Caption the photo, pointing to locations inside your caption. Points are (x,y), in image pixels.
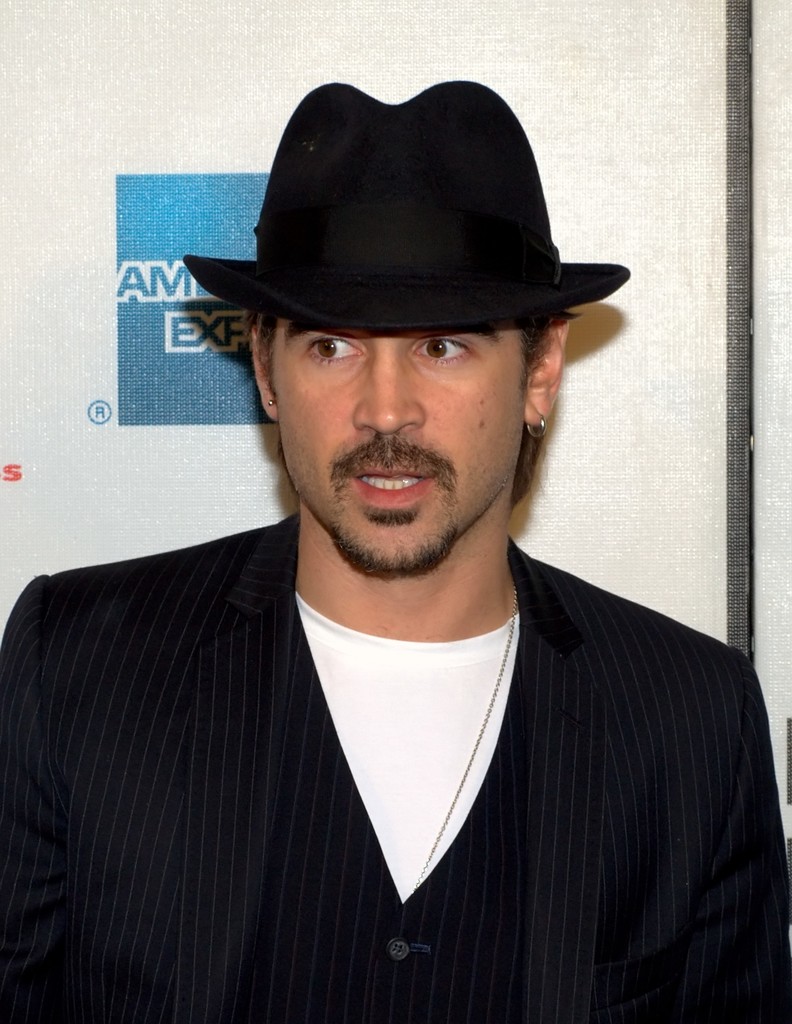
In the center of the image (461,438) a man (453,530) is present and wearing hat (499,295) and suit (267,746). In the background of the image (716,577) we can see a board (785,187).
